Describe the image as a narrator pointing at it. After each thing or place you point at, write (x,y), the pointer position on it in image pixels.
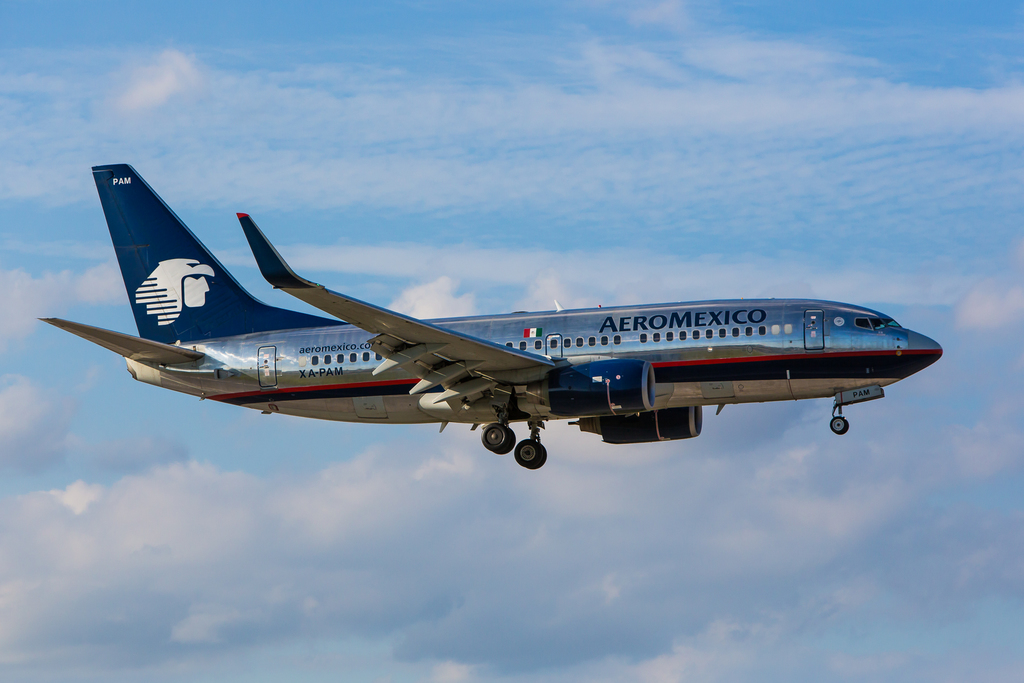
In this picture we can see an airplane (136,337) flying and in the background (335,510) we can see the sky (400,262) with clouds (352,525).
